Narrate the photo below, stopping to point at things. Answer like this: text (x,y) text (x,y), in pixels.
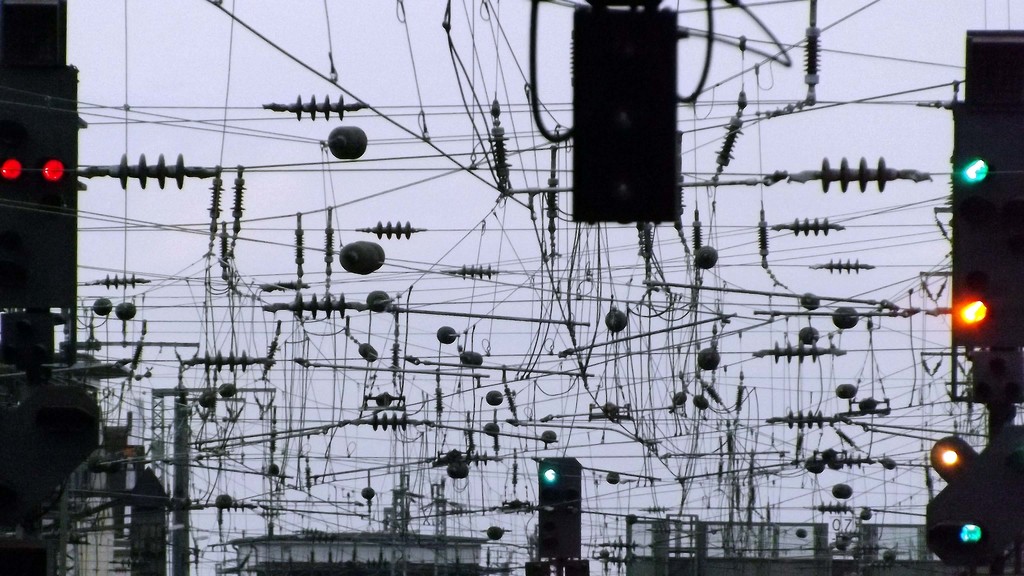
In this picture we can see traffic signals (31,229), buildings (101,476), rods (180,497), wires (229,57) and in the background (338,72) we can see the sky (472,136).
